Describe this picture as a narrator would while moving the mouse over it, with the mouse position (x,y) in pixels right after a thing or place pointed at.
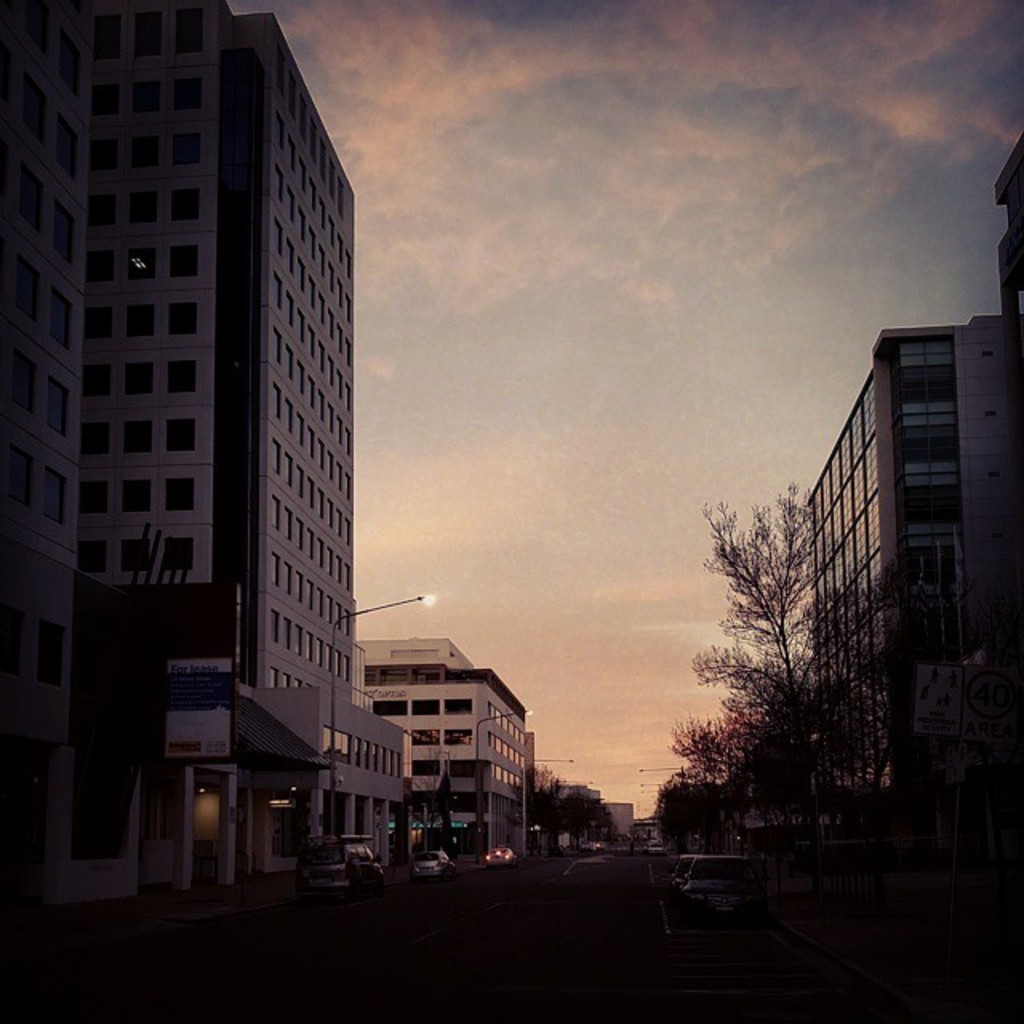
In this image there are cars (722,906) on a road (632,981), on either side of the road (392,901) there are lights poles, trees (768,768), buildings (392,789), in the background (502,492) there is the sky (621,441).
